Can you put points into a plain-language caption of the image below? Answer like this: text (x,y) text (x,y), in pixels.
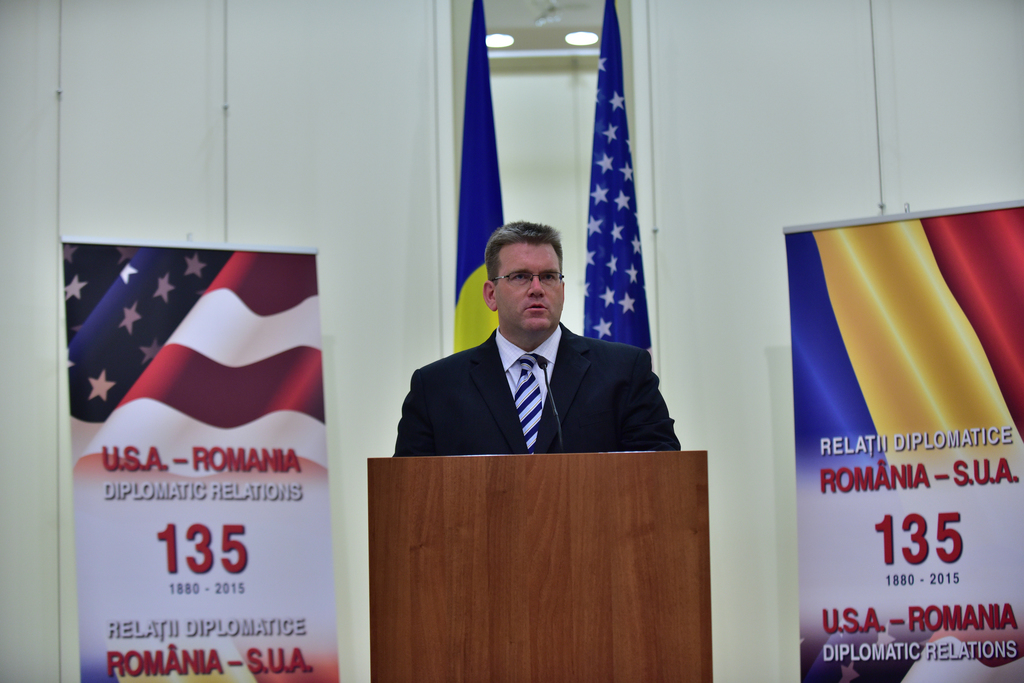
In the image there is a table (388,612) in the foreground (386,647), behind the table (447,462) there is a man (486,397) and in the background (963,252) there are two banners (960,429) and two flags (467,163) in front of the wall (210,193).
